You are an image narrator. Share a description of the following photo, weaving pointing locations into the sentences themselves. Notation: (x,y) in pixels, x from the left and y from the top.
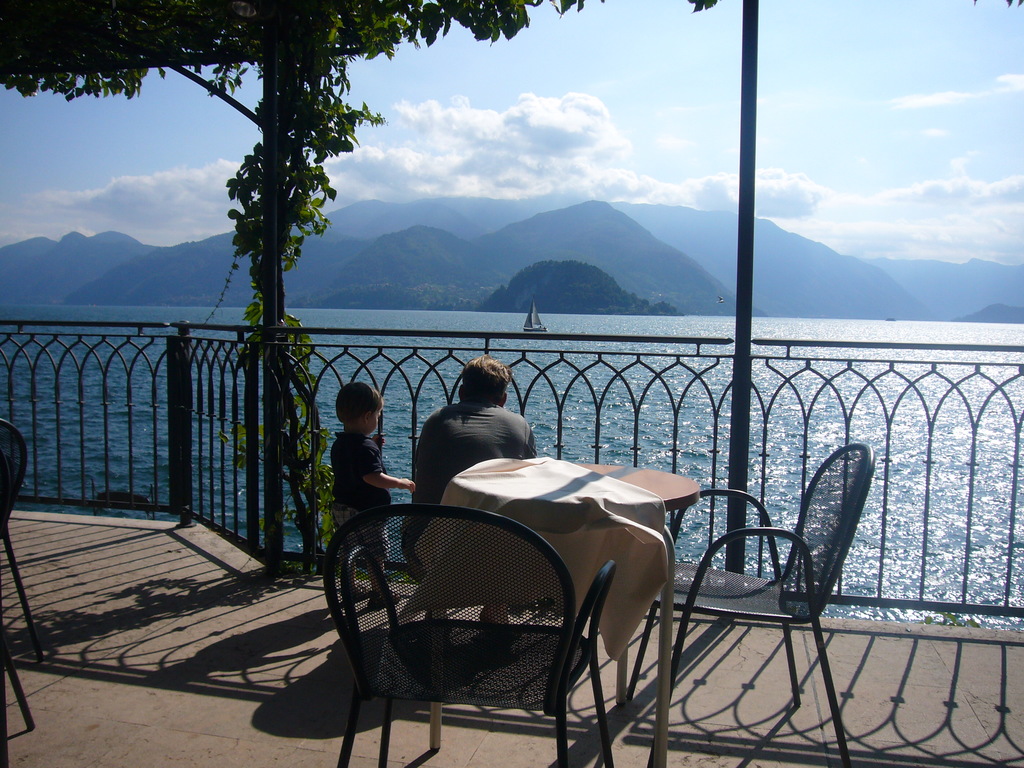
In the image we can see there is a man (451,449) who is sitting at table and beside him there is a boy (370,472) who is standing. In Front of them there is a lake (585,399) and behind them there is table (558,544) and chair (542,568) and there is a cloudy sky (635,127).
